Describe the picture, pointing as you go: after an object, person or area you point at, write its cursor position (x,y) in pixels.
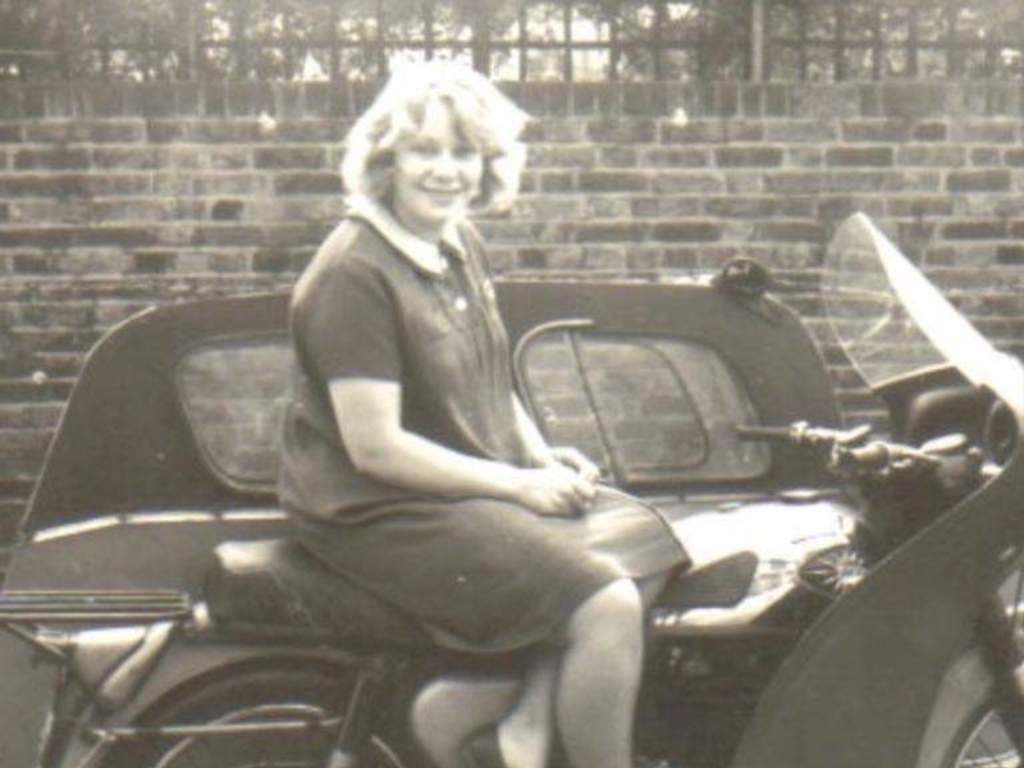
There is a woman (520,448) sitting on the vehicle (339,605) behind her there is a wall (274,169), fence (480,61) and trees (462,14).
